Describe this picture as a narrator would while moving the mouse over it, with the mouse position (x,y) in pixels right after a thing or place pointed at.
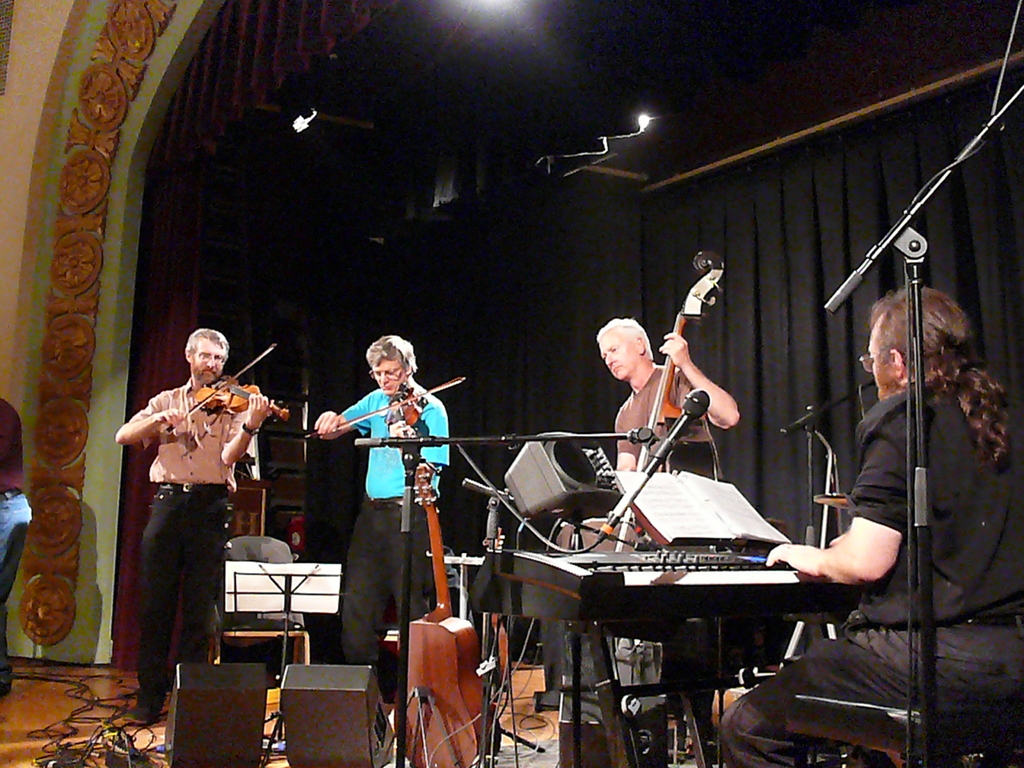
In this image I can see there are three men (424,427) standing on the stage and playing musical instrument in front of the microphone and on the right side of the image (856,501) we have a man (860,643) who is sitting on a chair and playing musical instrument (791,586) in front of the mic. Behind this people (627,427) we have a black color curtain (778,263).
